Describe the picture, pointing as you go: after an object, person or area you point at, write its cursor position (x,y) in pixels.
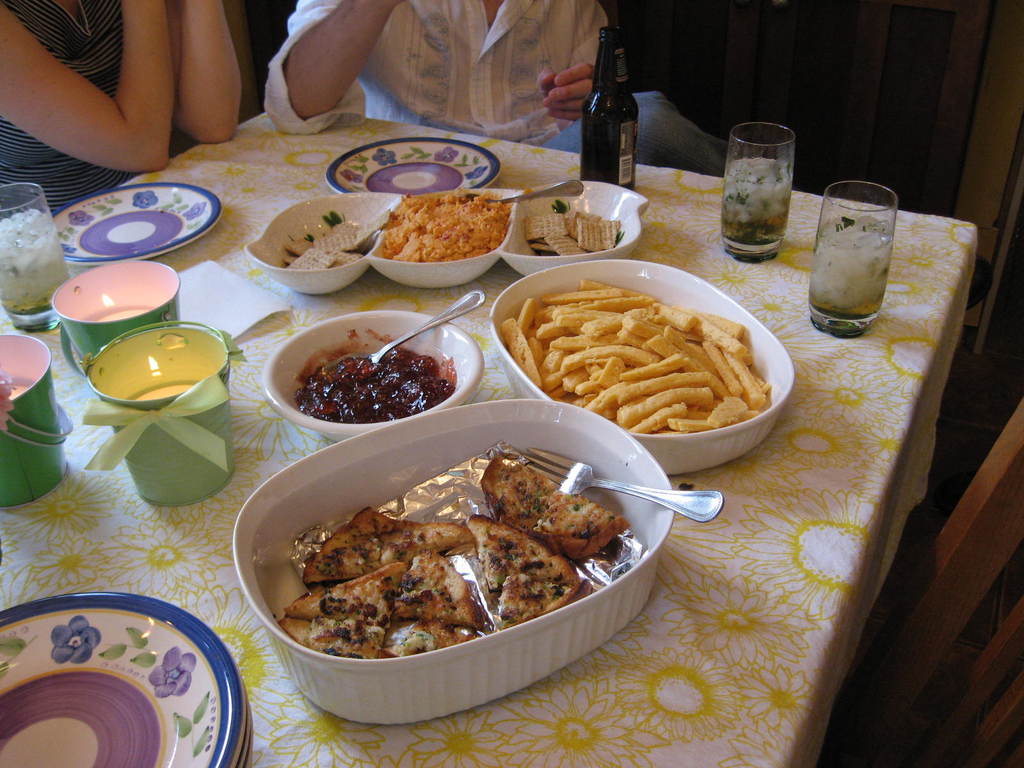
In this image, we can see persons (379,49) in front of the table (228,174). This table (285,206) contains glasses (48,254), plates (84,258), cups (109,354), bottle (630,114) and bowls (433,430).
